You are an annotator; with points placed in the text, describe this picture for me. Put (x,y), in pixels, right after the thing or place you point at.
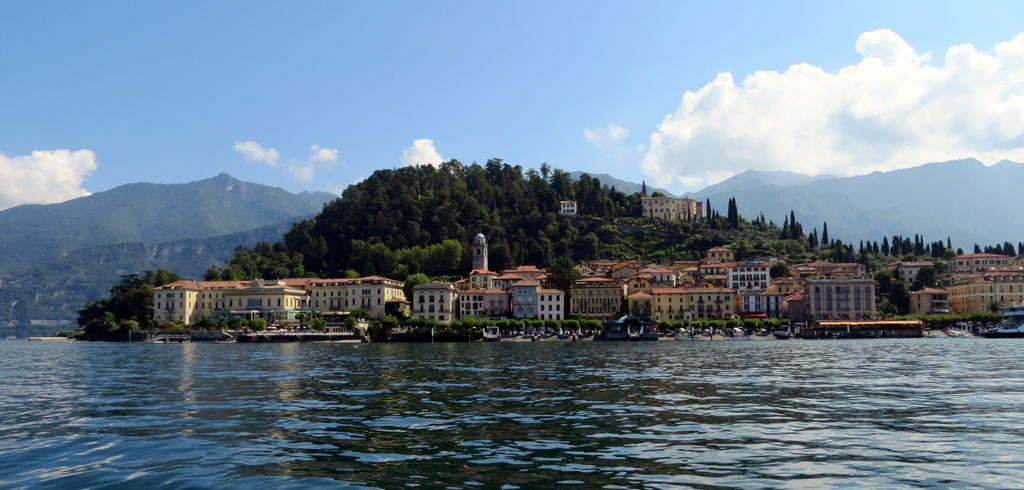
In this image we can see a few ships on the water (599,357), there are some buildings (649,215), trees (297,248), windows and mountains (784,187), in the background (178,114) we can see the sky (588,101) with clouds (728,79).
